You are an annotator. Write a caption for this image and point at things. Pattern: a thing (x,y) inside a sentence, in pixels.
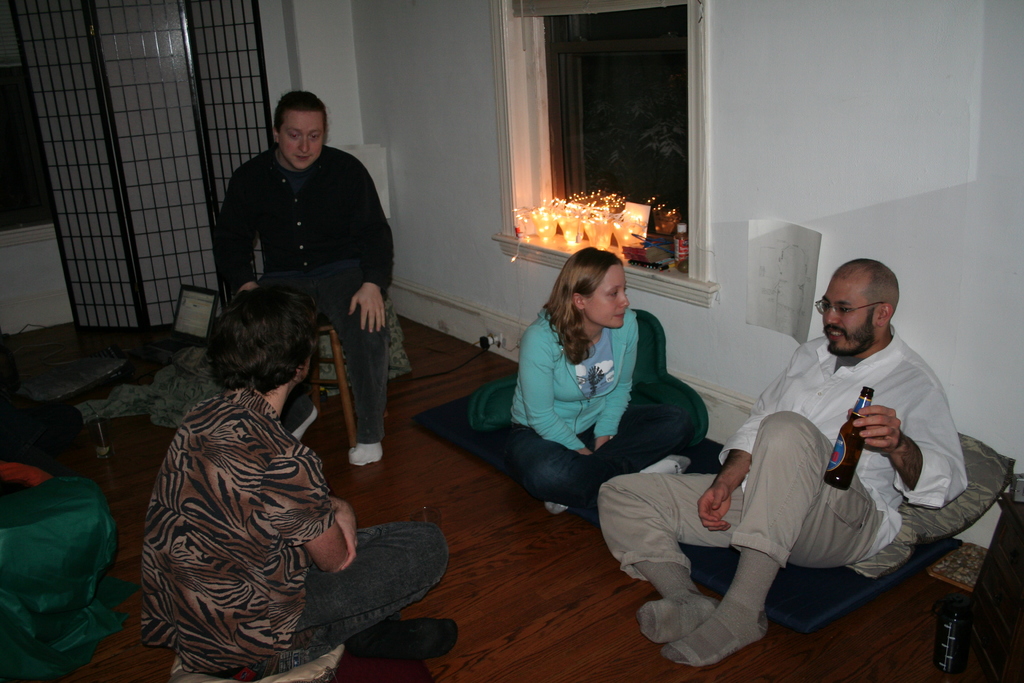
This picture describes about group of people (612,353), few (614,381) are seated on the floor (475,491) and a man (330,303) is seated on the chair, on the right side of the image (800,369) we can see a man (887,399), he wore spectacles (839,311) and he is holding a bottle (867,391), behind him we can see lights (532,215) and a paper (765,268) on the wall (788,215).
